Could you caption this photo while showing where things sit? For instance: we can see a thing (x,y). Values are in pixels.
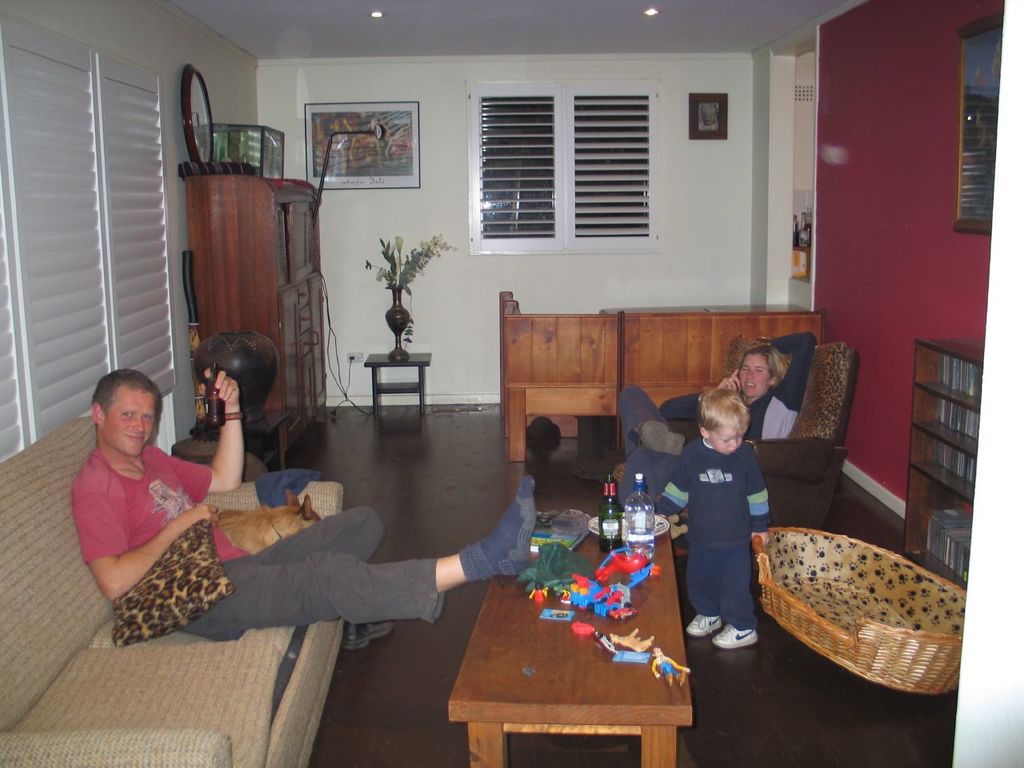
The image is taken inside the room (441,273). In the center of the image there is a table (572,726). There are toys (614,591), bottles (637,484), books (550,542) placed on the table (585,680). On the left side (271,583) there is a man (248,618) and a dog (263,536) sitting on the sofa (161,716) behind him there is a cup board (271,279). There is a stand (373,376) and a decor (399,348) which is placed on the stand (396,381). On the right (736,611) there is a kid (747,632) who is holding a basket (817,588) behind him there is a lady (775,426) sitting on the cushion (797,436). In the background (533,261) there is a window (541,231), wall frame (352,145) and a wall (675,139).
